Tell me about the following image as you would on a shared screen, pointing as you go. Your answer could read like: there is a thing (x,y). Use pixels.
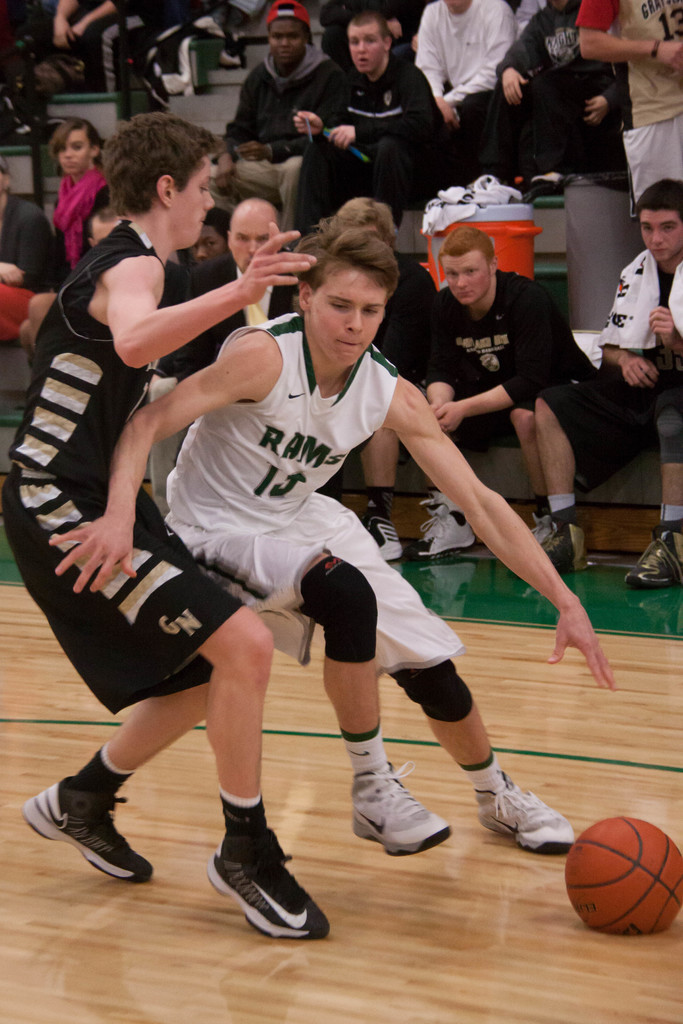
There are two men (199,557) are running and we can see ball (607,925) on the surface (518,917). Background (678,151) we can see people (629,22) and bin (574,188).
